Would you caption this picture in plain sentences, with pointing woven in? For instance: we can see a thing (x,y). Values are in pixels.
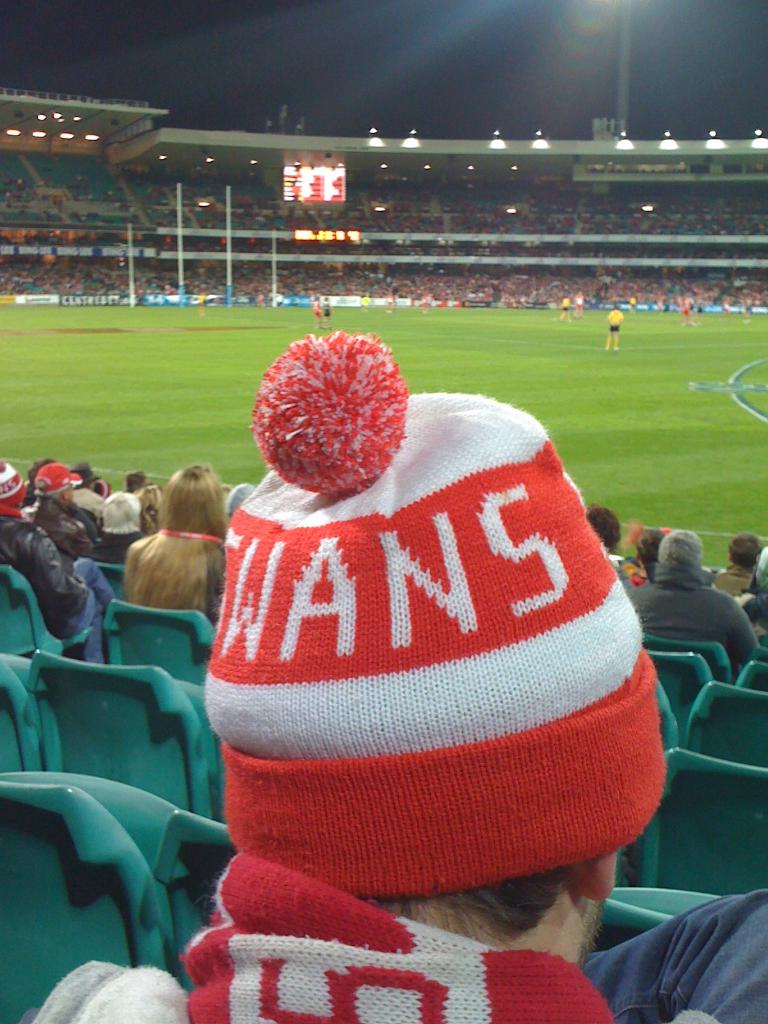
In the foreground of this image (366,743), there is a person (474,898) wearing stole (407,978) and a cap (383,726). In the background (175,509), there are persons (127,513) sitting on the chairs (81,702), few persons (689,310) on the play ground (204,369). In the background (324,195), there is stadium (391,188) and the dark sky (442,62).
